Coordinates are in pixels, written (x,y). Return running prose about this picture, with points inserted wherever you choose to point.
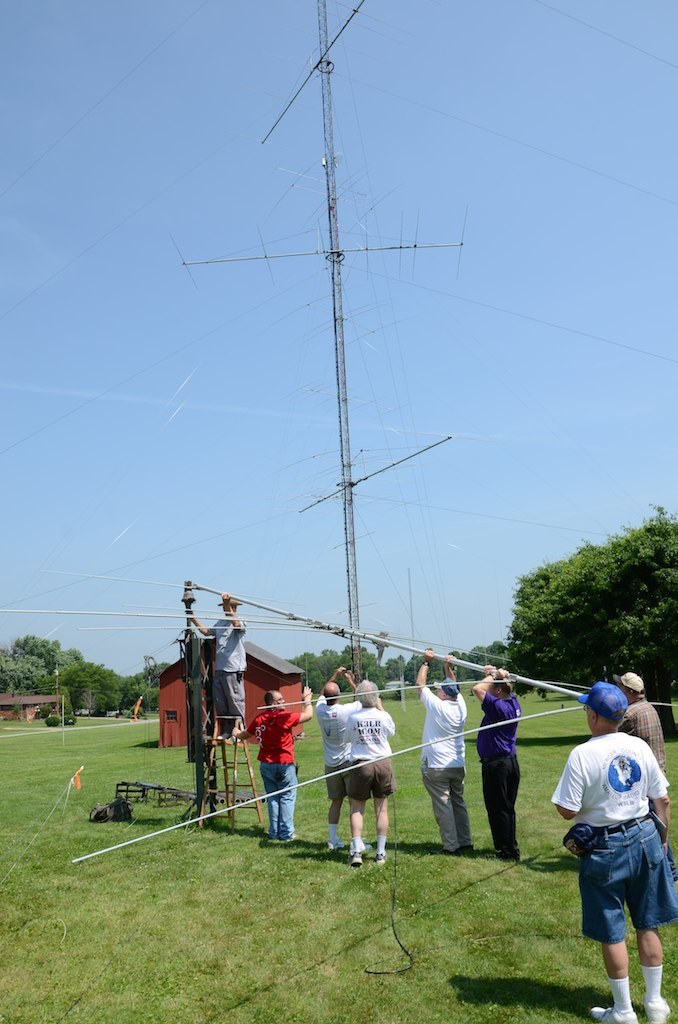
In this picture there are people (657,852) at the bottom side of the image (406,781), by holding rods (338,629) in their hands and there is a big pole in the center of the image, there is a person (220,738) who is standing on a ladder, there is a house (169,738) behind him on a grassland (2,854), there are trees (617,576) in the background area of the image (579,601).
